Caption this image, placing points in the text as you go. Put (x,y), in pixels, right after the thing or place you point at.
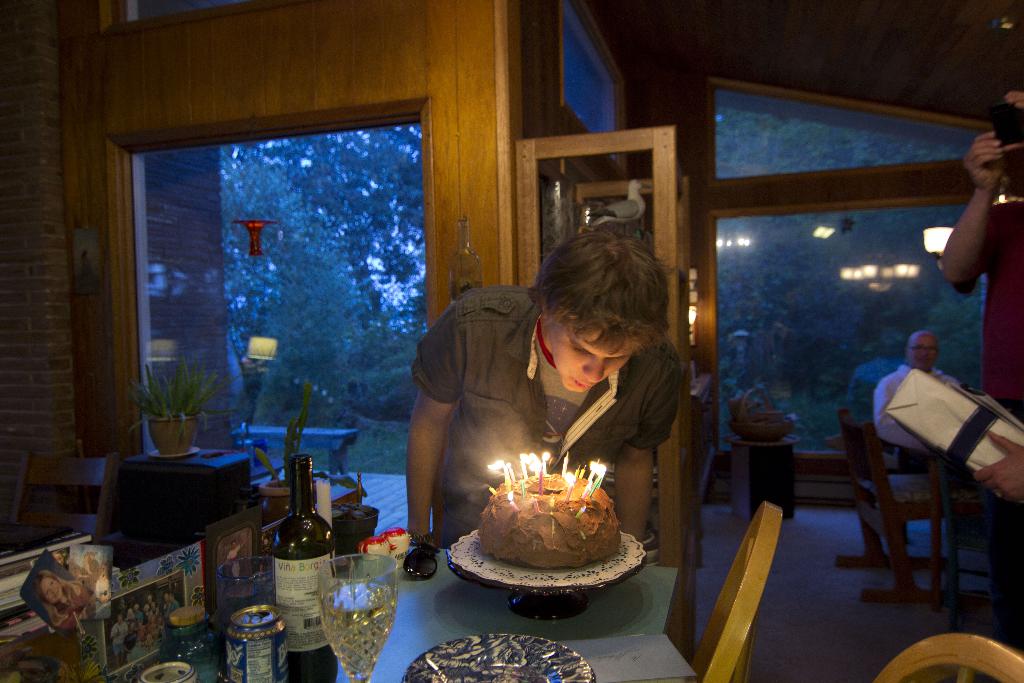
In this image there are three persons (997,287). It is clicked inside the house (852,75). To the left (321,662), there is a table (405,668) on which there are bottles (314,613), glasses (325,609) and photos (88,585). In the front (552,439), there is a man (558,420) blowing the candles (566,467) on the cake (579,544).
